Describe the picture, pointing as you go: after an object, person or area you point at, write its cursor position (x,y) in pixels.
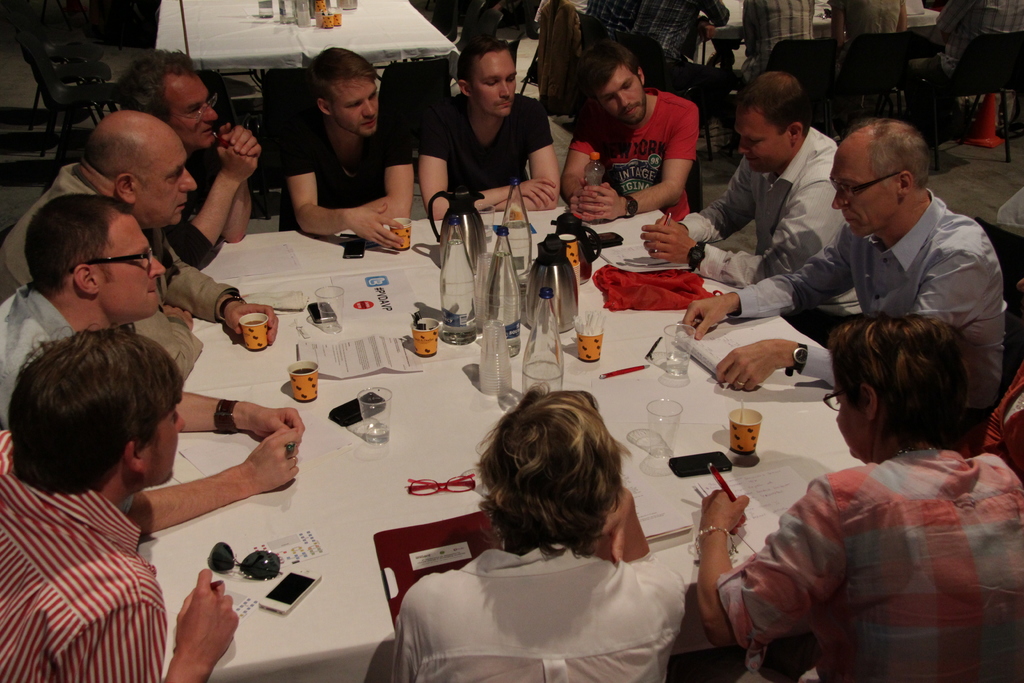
There is a table (425,439) in this picture where some water bottles (463,308), papers (314,351), cups (256,346), glasses (335,297) and some mobiles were placed on it. Many people (167,245) were sitting around the table (339,502). There are some women (511,546) and remaining are men (892,315). In the background (320,38) there are some tables (207,26) and some of them were sitting here.
